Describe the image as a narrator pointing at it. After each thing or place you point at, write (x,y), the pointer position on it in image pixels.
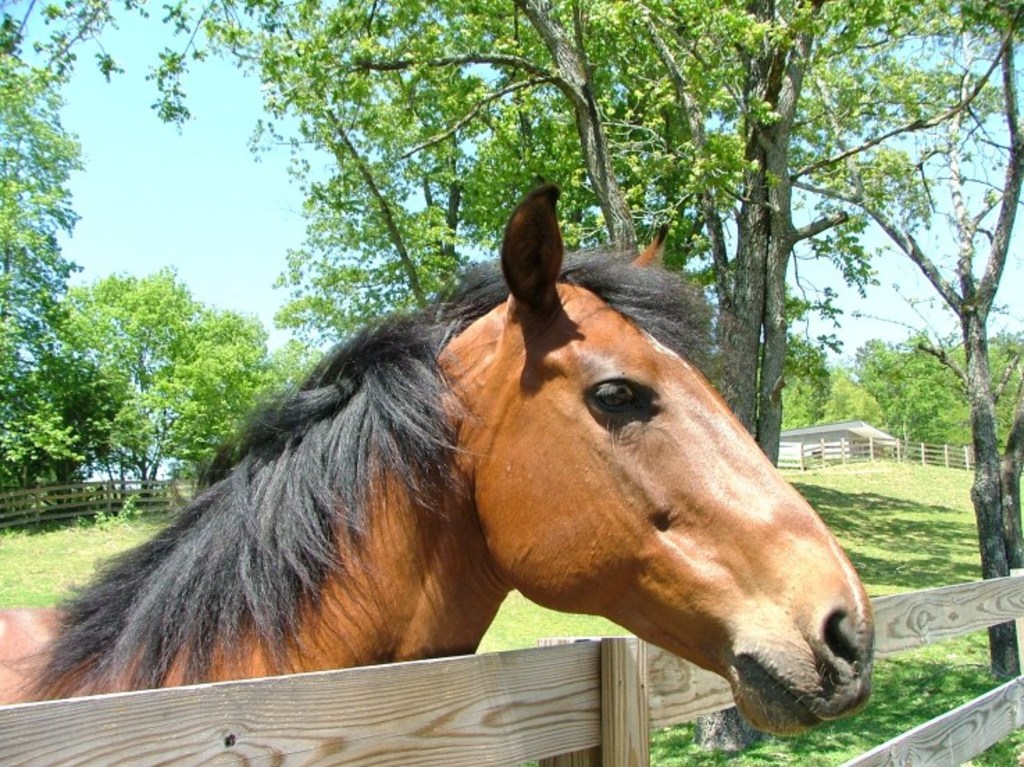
This image consists of a horse (412,566) in brown color. At the bottom (399,750), there is a fencing (322,721) made up of wood (439,699). And there is green grass (909,543) on the ground (917,544). In the background (94,304), there are trees (774,413). On the right (823,428), we can see a small house (863,449). At the top (172,203), there is sky (173,194).
